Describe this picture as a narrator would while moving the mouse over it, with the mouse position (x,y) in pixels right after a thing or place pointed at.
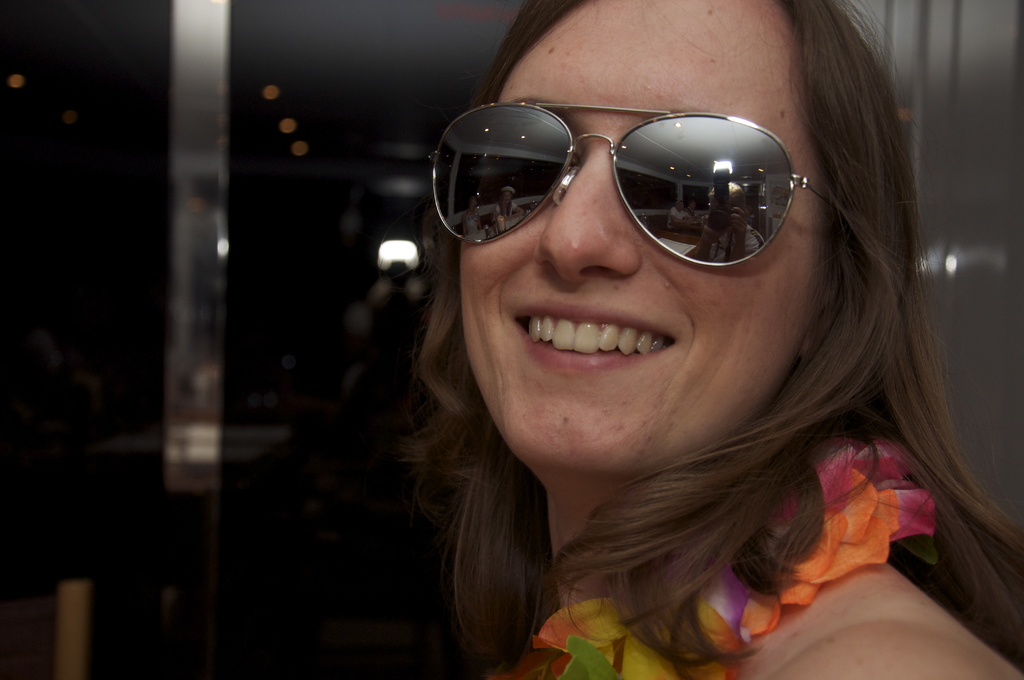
In the image we can see a woman (676,428) wearing clothes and goggles (772,220), she is smiling. This is a light (396,258) and the background (87,285) is blurred.
